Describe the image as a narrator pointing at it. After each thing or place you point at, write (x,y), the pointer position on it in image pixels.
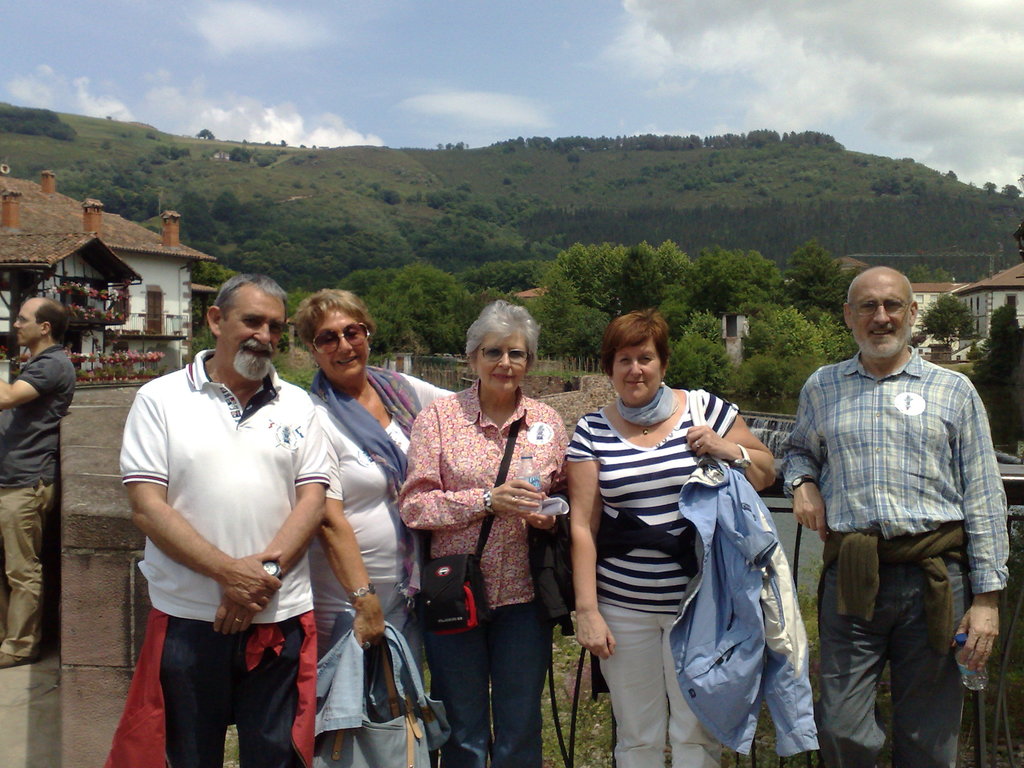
In the image there are a group of people (569,529) standing and posing for the photo. They are wearing bags (489,514) and some of them are holding jackets (715,589). Behind them on the left side (93,257) there is a house (59,279) and in the background (416,148) there are trees (581,209) and mountains (553,212).
